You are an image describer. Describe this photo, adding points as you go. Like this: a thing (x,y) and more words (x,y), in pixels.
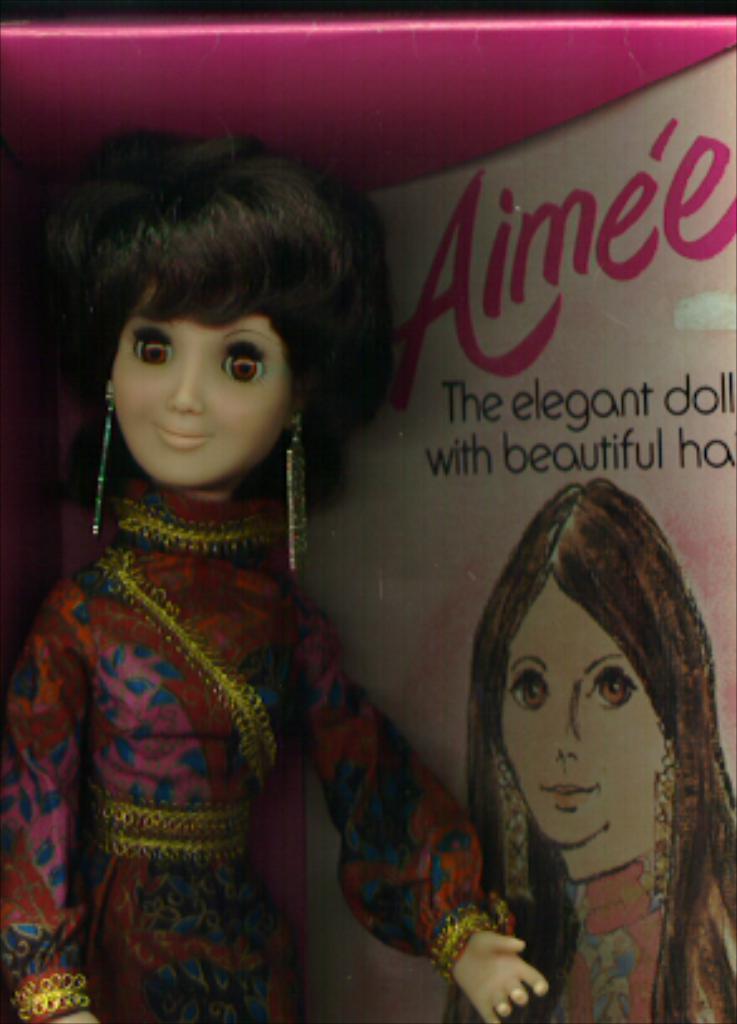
In this image I can see a toy (186,429) in the box (351,75) and to the right side of the box (517,304) there is some picture (583,773) drawn and some text (542,319) written on it.
